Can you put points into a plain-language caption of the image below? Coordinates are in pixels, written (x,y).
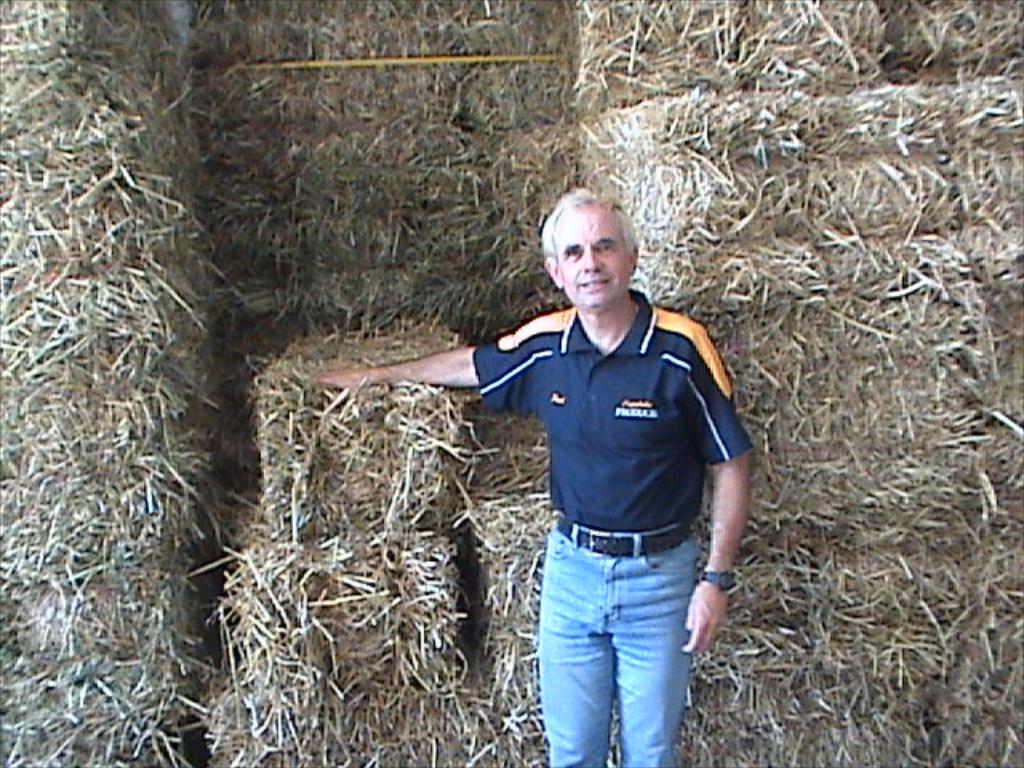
In the picture we can see a man (564,474) standing with a blue T-shirt (573,356) and a jeans trouser (671,640) and a belt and in the background (948,711), we can see a dried grass (921,556) arranged in the cubes (786,383).
